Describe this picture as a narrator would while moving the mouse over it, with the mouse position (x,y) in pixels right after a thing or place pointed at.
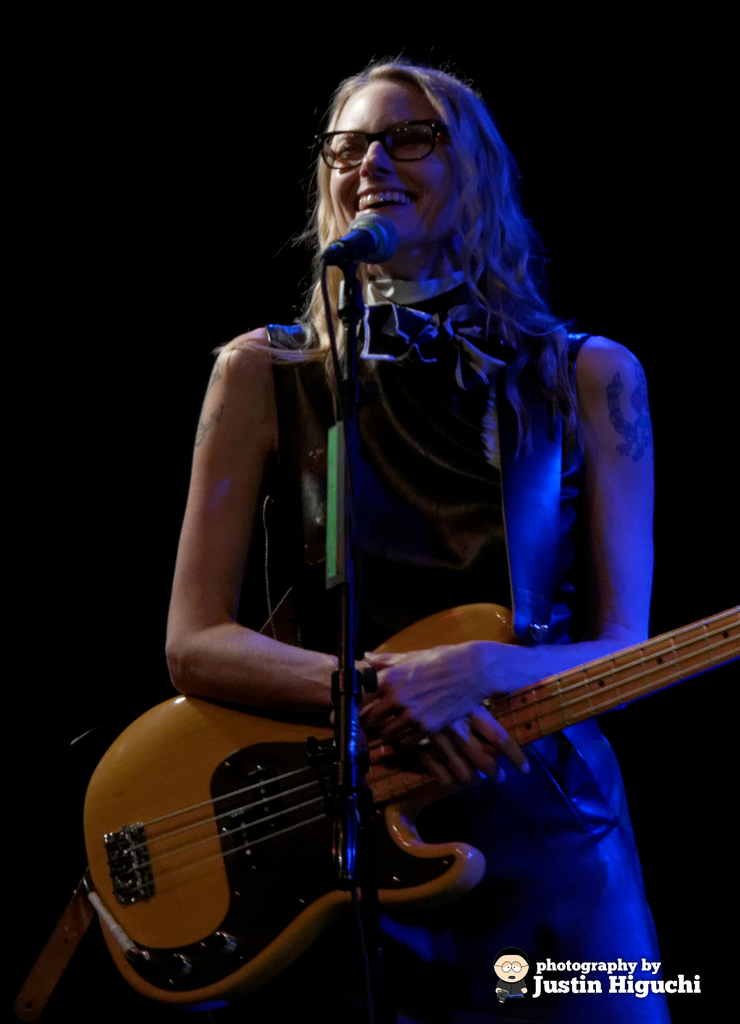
In this picture there is a woman (624,513) standing. She is wearing a guitar (398,818) and she is smiling. In front of her there is a microphone (380,242) and its stand (341,645). To the below right corner (576,978) there is text (611,984).
